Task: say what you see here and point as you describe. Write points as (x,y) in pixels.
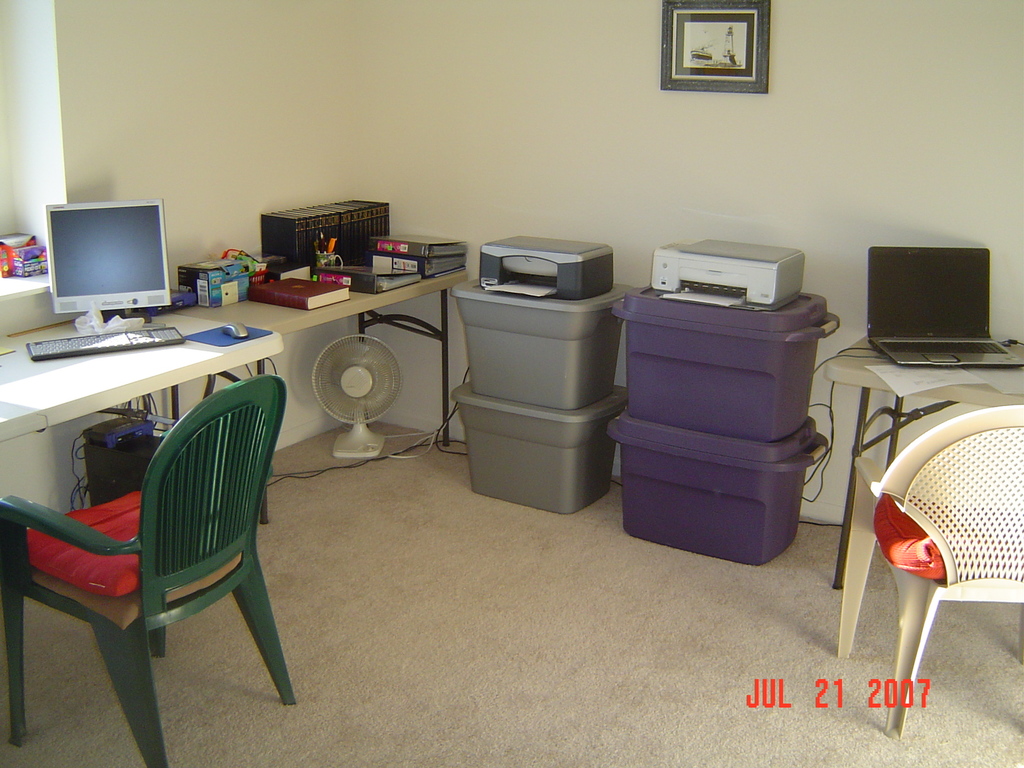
On the left side of the image (168,503) there is a chair (173,588) with pillows (109,564). In front of the chair (142,531), there is a table (208,349) with monitor (98,277), keyboard (64,352), mouse (238,335) and there are few books (274,255). Below the table (197,343) there is a table fan (355,437), CPU (119,476) and wires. Beside the table (206,329) there are boxes (520,299) with printers (564,287). On the right corner of the image (947,345) there is a table (845,361) with a laptop (980,300) and also there are wires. In the background (750,201) there is a wall (791,59) with a frame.
